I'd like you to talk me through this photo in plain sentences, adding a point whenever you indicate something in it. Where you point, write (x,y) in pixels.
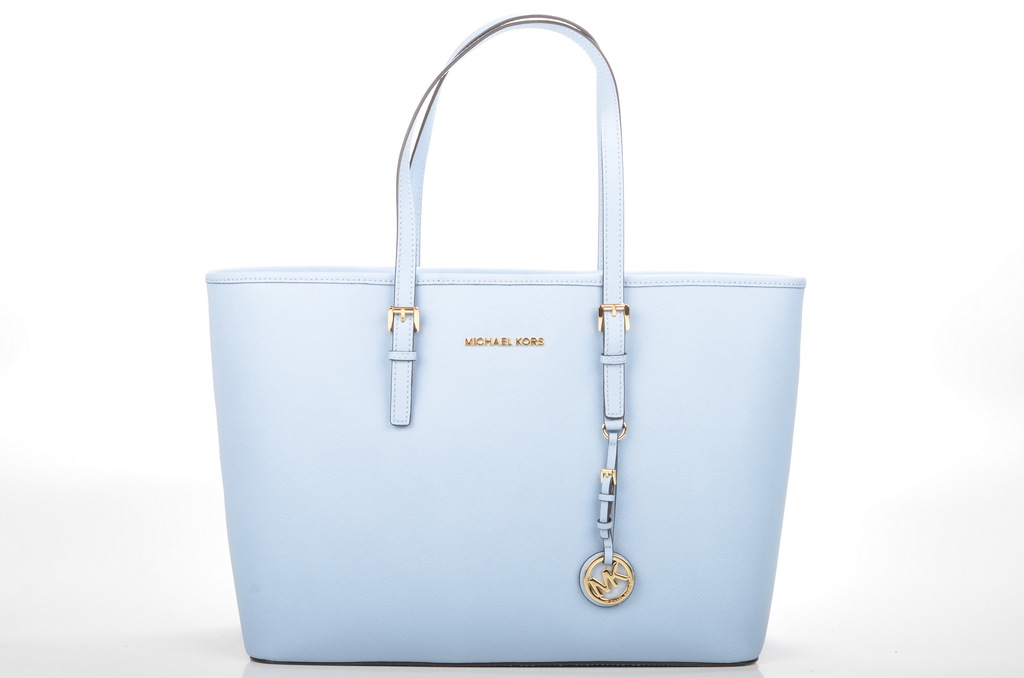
In this image I see a bag (773,336), which is light blue in color.
